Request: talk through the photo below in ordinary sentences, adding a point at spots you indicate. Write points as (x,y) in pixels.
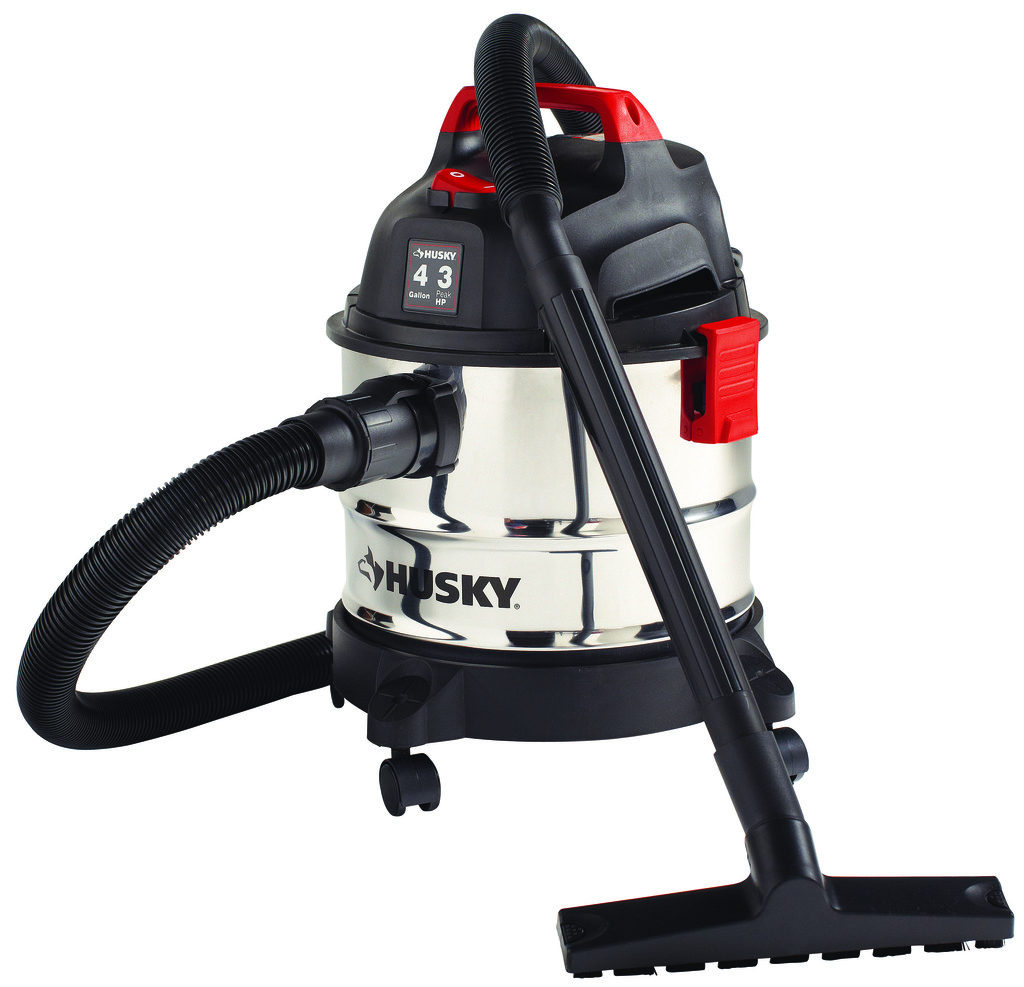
In this image we can see a vacuum cleaner (557,458).
